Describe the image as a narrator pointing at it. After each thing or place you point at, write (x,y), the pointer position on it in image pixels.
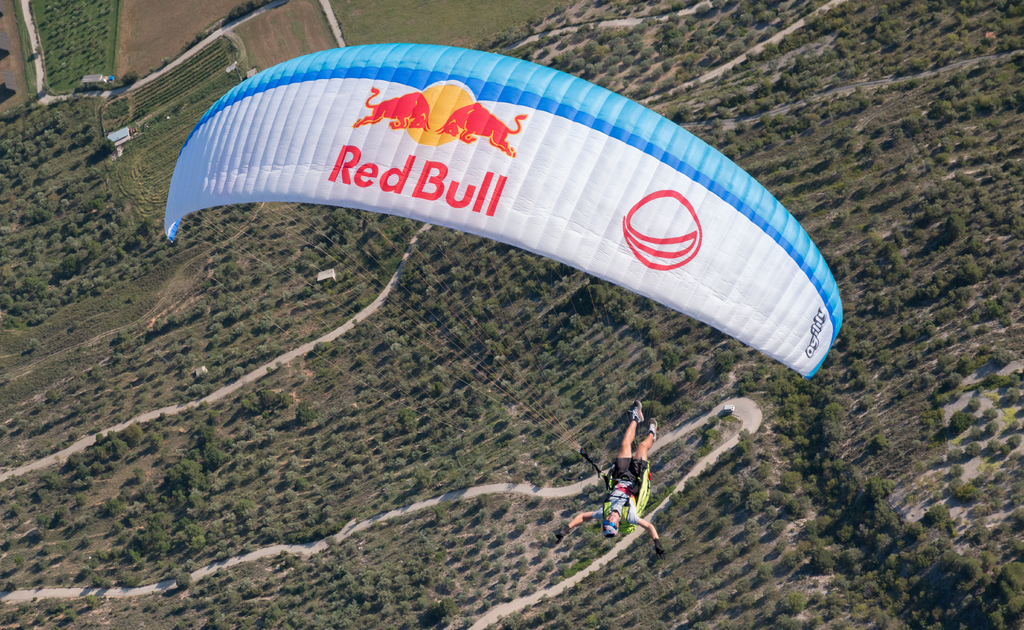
In this image we can see a person (630,439) flying with the help of a parachute (458,178), there are some trees (193,218), houses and the grass (169,126).
